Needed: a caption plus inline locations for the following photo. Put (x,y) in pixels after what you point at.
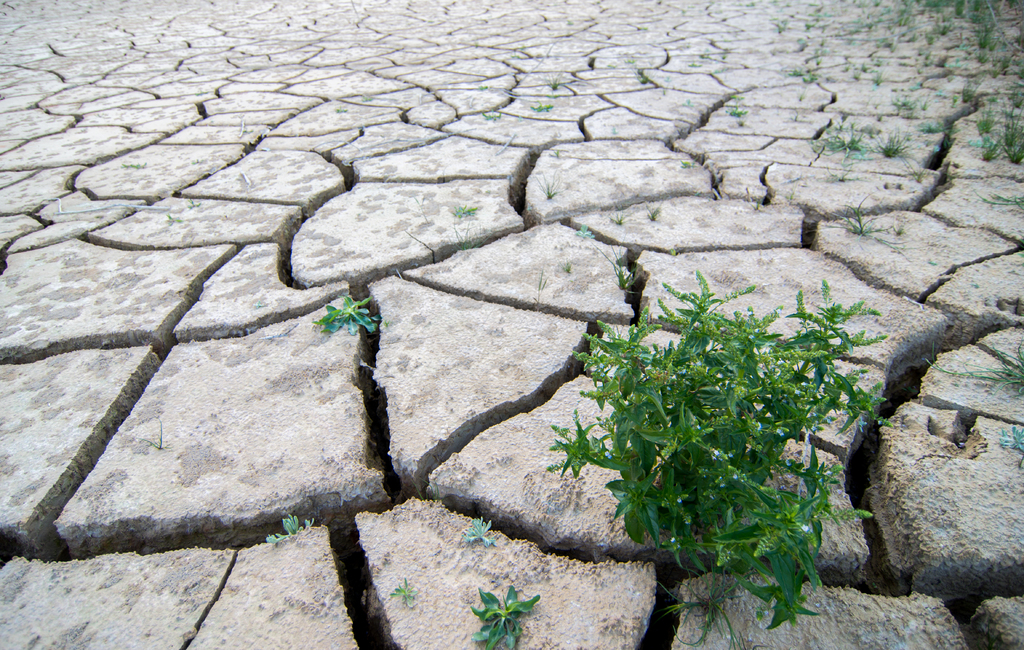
In this image I can see the ground (626,214), few cracks (575,217) on the ground (540,119), few plants (680,439) which are green in color and some grass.
